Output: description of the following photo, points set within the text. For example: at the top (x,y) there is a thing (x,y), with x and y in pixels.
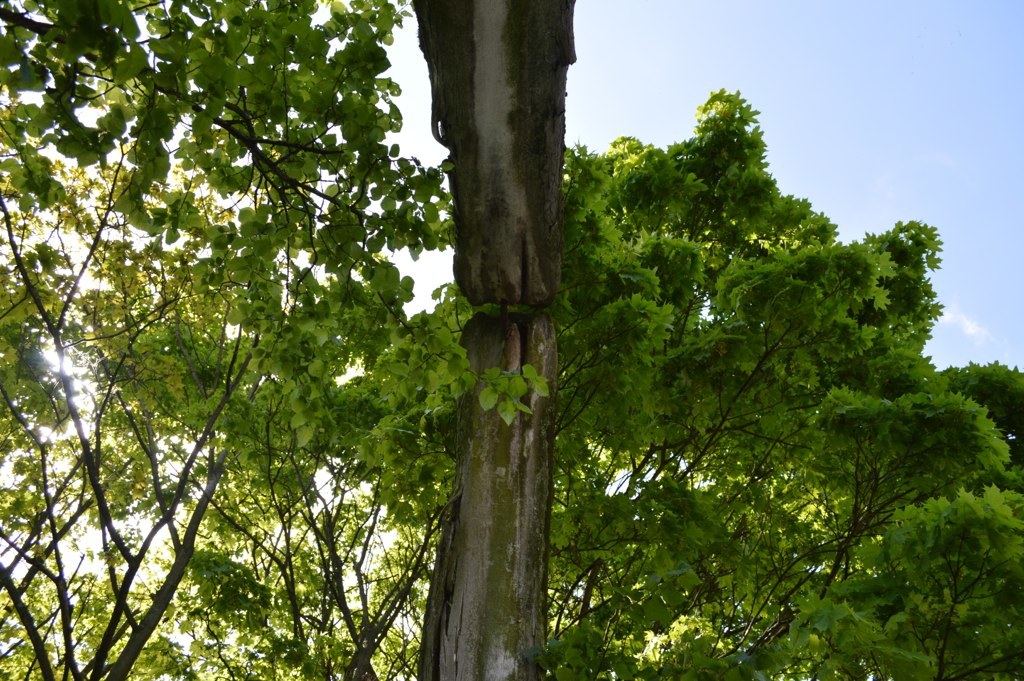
In this image I can see few trees (710,326) in green color and the sky (809,196) is in blue and white color.
